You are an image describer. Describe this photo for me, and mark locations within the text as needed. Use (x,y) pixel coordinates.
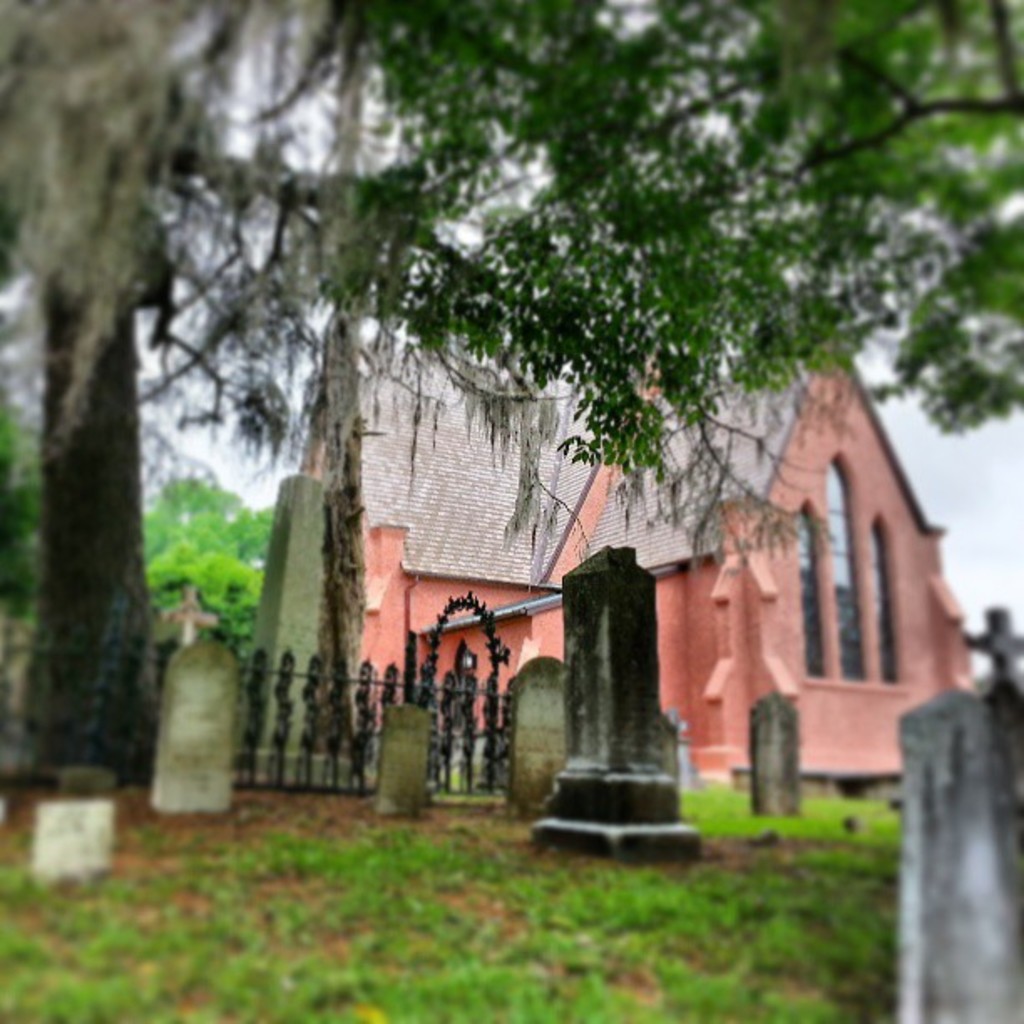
In this image we can see some gravestones (303,528), trees (199,0) and in the background of the image (352,685) there is fencing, church (709,626) and cloudy sky (968,503).
